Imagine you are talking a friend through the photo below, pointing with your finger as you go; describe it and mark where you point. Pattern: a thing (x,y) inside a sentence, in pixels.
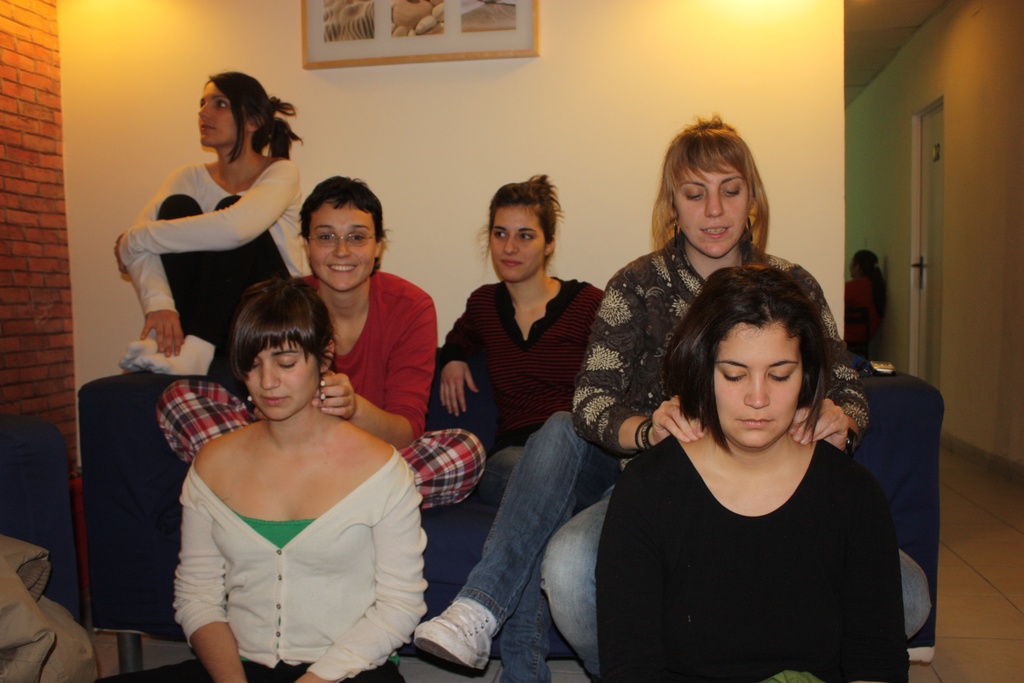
In this image I can see the group of people (216,496) with different color dresses (390,554). I can see few people (206,421) are sitting on the couch (151,433). In the background (419,175) I can see the frame (394,55) to the wall (393,174). To the right (921,228) I can see the door (920,291) and another person (857,286).
